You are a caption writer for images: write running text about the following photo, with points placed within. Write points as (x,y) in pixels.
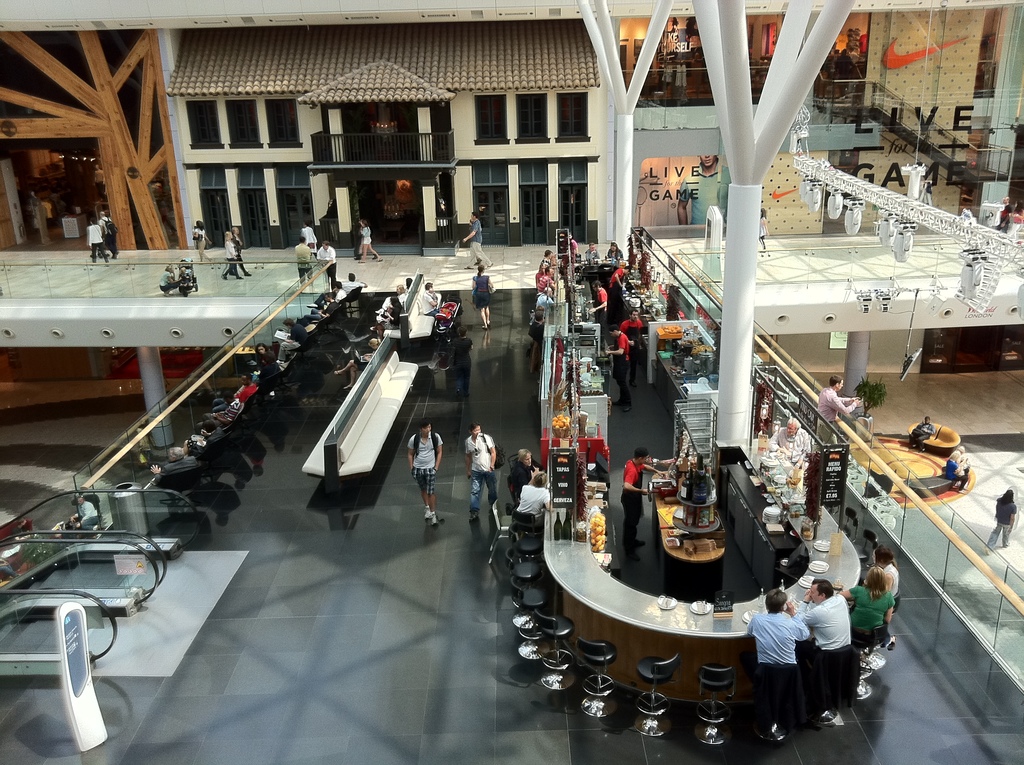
In this image we can see buildings (220,191), people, chairs (529,616), escalators (101,586), lights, pillars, railing (157,430) and bench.
